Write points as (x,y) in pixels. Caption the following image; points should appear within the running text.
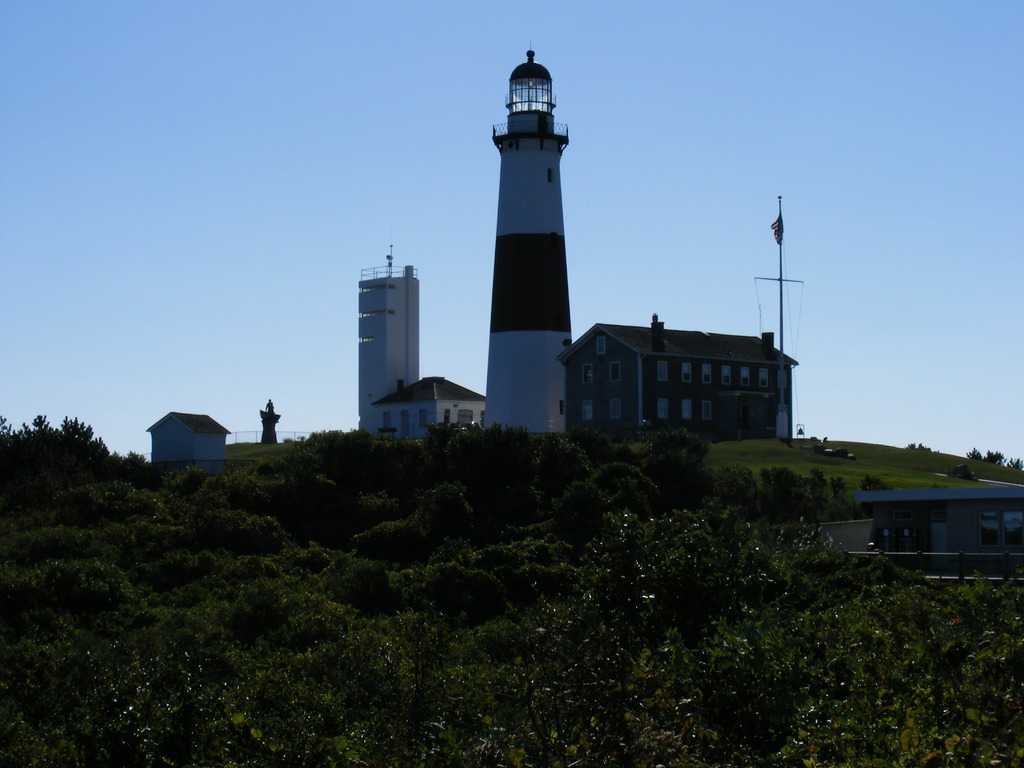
In this image we can see buildings (588,342), lighthouse (562,257), flag (778,233) to the flag post (784,400), trees (671,490), bushes (805,651) and sky (633,283).
